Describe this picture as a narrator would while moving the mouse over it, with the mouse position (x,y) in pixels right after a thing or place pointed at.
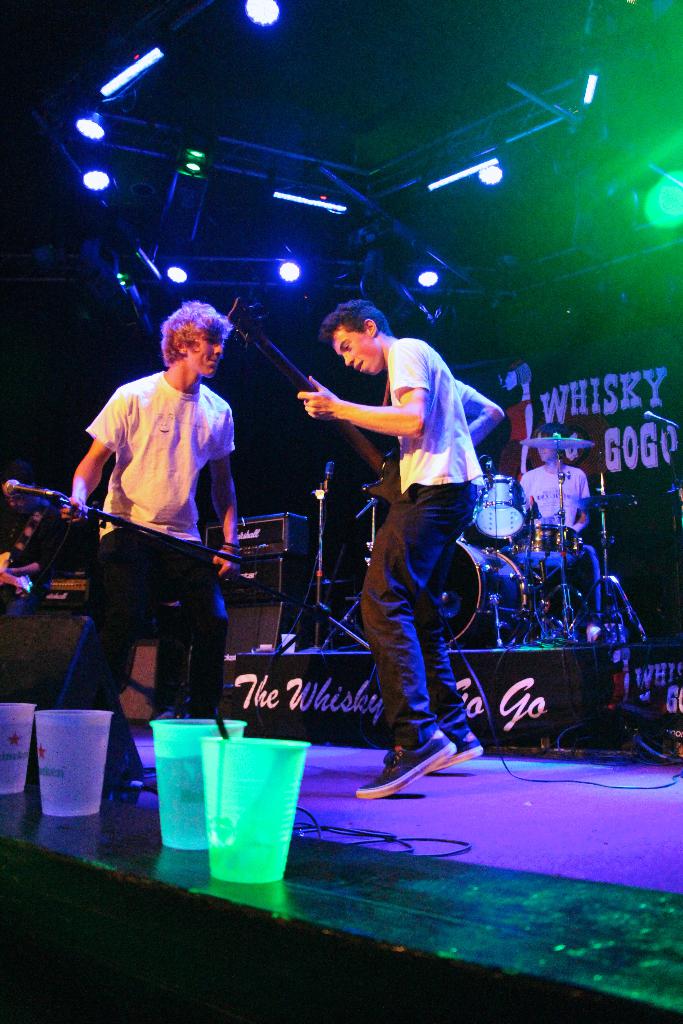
In this picture there is a boy (401,569) in the center of the image (415,438) he is playing the guitar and there is another boy (126,421) on the left side of the image (126,586), by holding a mic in his hands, there are spotlights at the top side of the image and there is a boy (585,473) in the background area of the image (503,482), he is playing drums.
